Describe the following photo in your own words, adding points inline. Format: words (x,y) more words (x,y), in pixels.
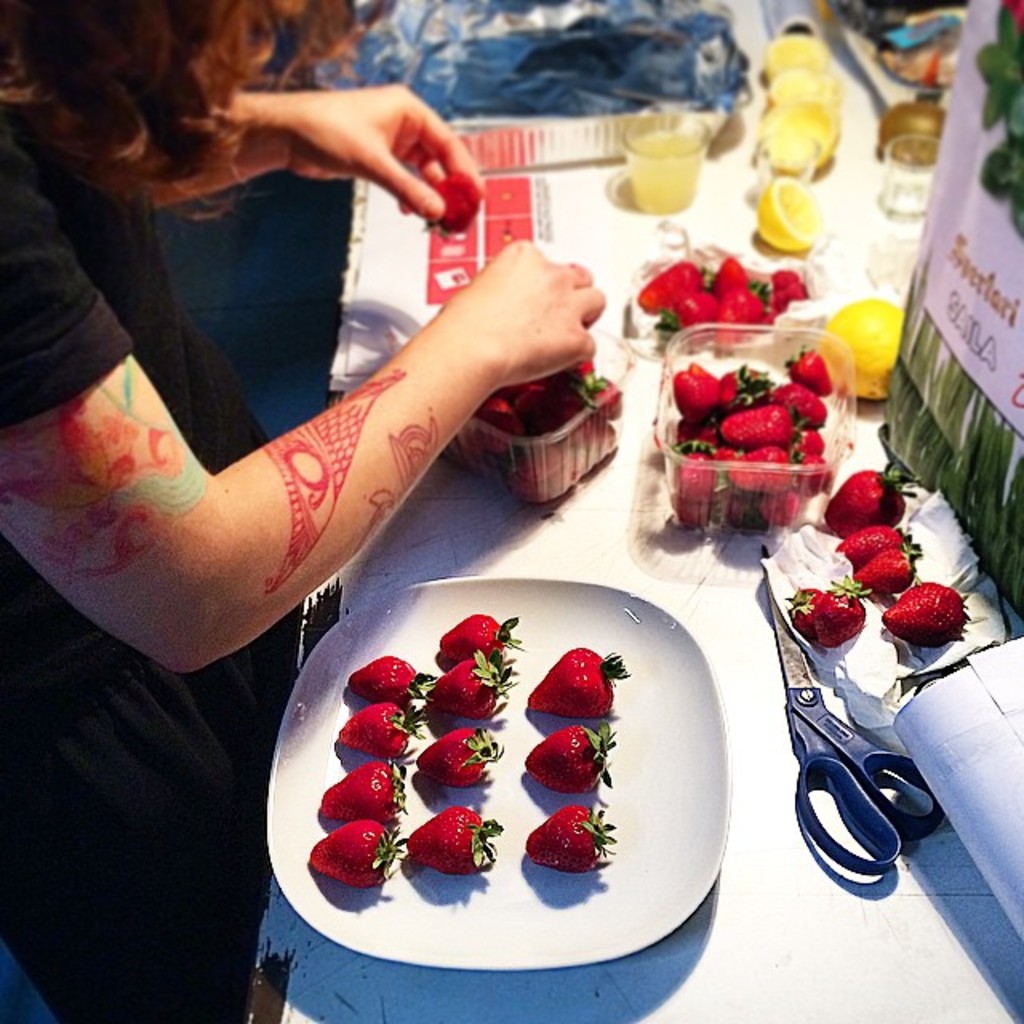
In this image we can see a person (131,367). There is a table (713,961). On that there is plate (609,889) with strawberries (551,854), scissors (806,775), boxes (547,435) with strawberries (766,413), glass (672,173), pieces of lemon (824,153) and some other items (416,235).
